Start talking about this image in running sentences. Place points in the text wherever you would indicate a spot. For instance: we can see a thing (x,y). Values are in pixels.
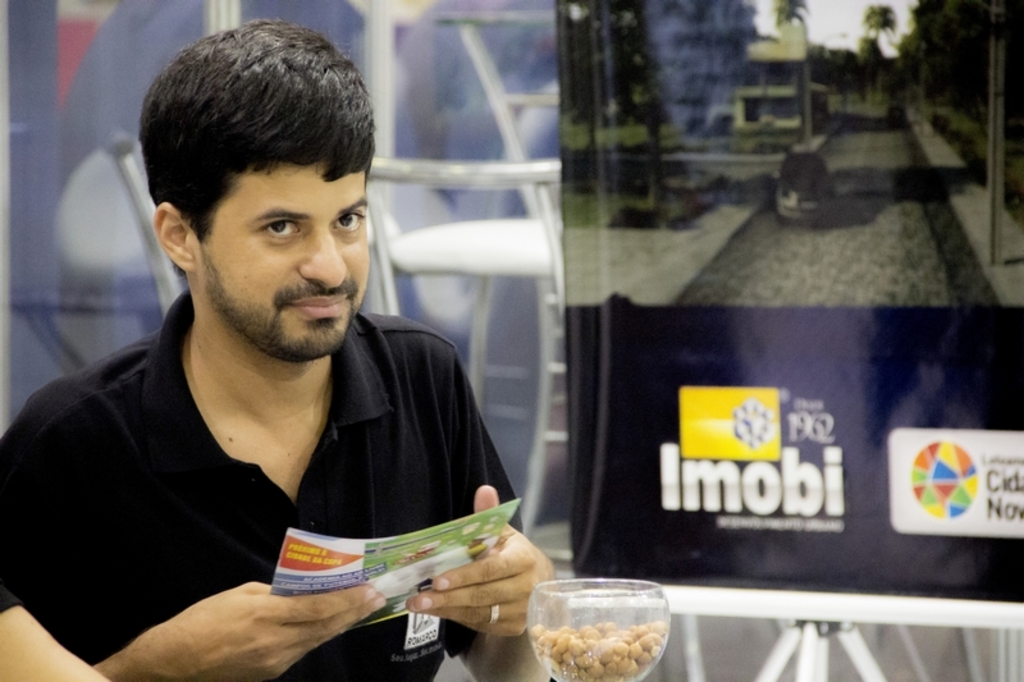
In this image we can see there is a person (286,453) sitting and holding a paper (346,583). In front of him there is a glass (605,614), in the glass (576,623) there are some food items (608,630). At the back (757,258) there are chairs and banner (751,244) with text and image (786,273).
